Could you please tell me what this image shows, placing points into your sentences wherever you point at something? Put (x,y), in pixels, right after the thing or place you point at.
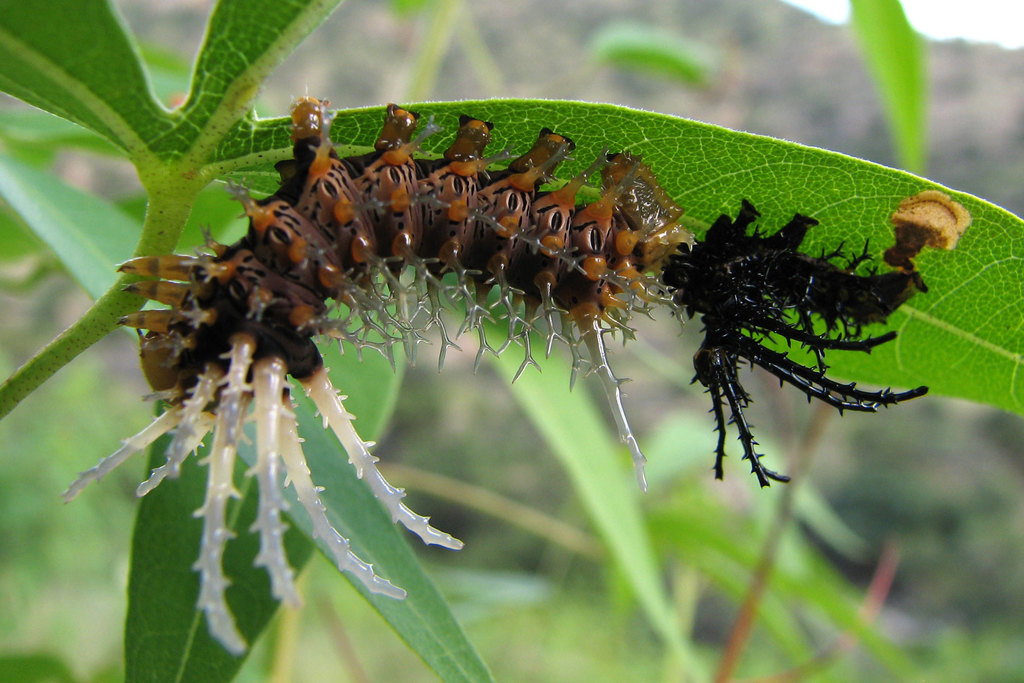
In this image we can see a caterpillar (334,290) on a leaf (667,166), there are plants (419,95), the background (380,34) is blurry.
